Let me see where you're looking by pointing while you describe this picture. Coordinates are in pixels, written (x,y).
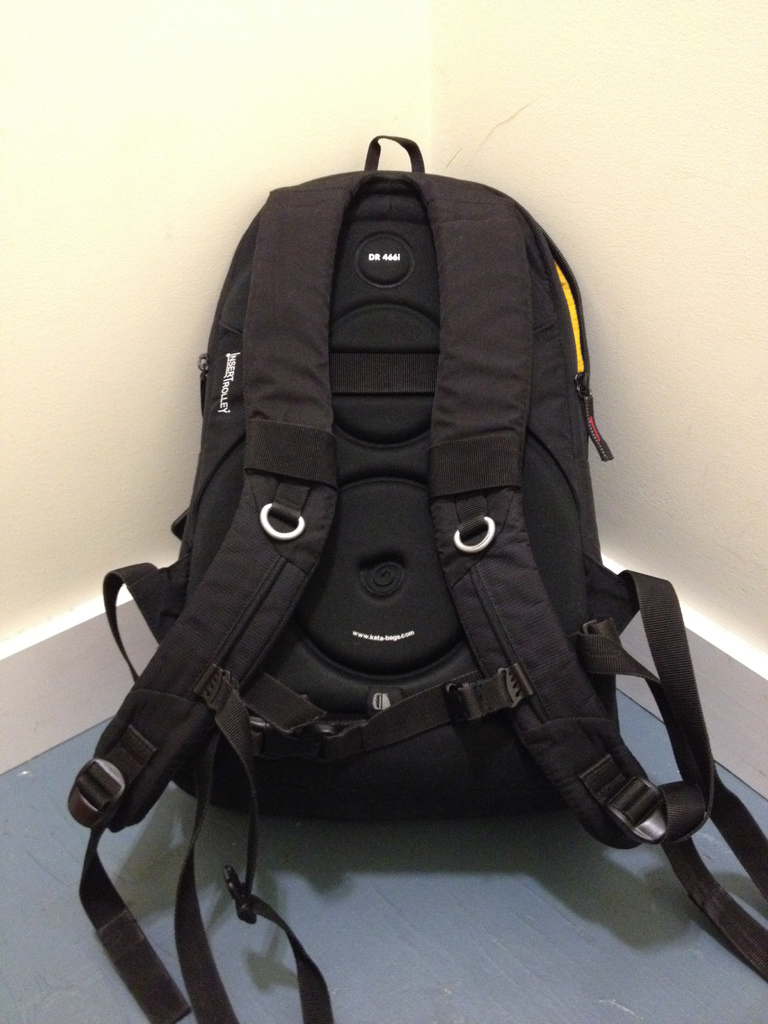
As we can see in the image there is a wall (148,326) and black color bag (416,596).
